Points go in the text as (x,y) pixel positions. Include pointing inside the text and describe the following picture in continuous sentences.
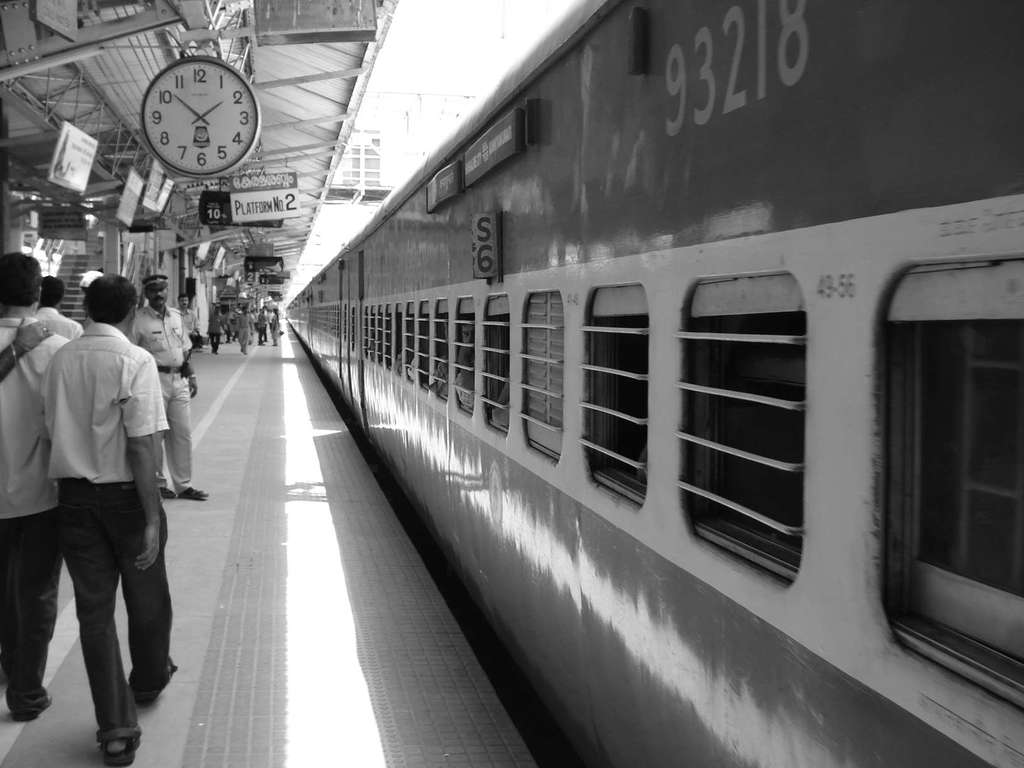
This picture is taken on a platform (390,662), where on right (891,372), we see a train (544,385) and on left (94,452) we see persons (165,361) on platform (244,357) and it include a clock (197,137), stairs (76,259) and the shed (88,34).
